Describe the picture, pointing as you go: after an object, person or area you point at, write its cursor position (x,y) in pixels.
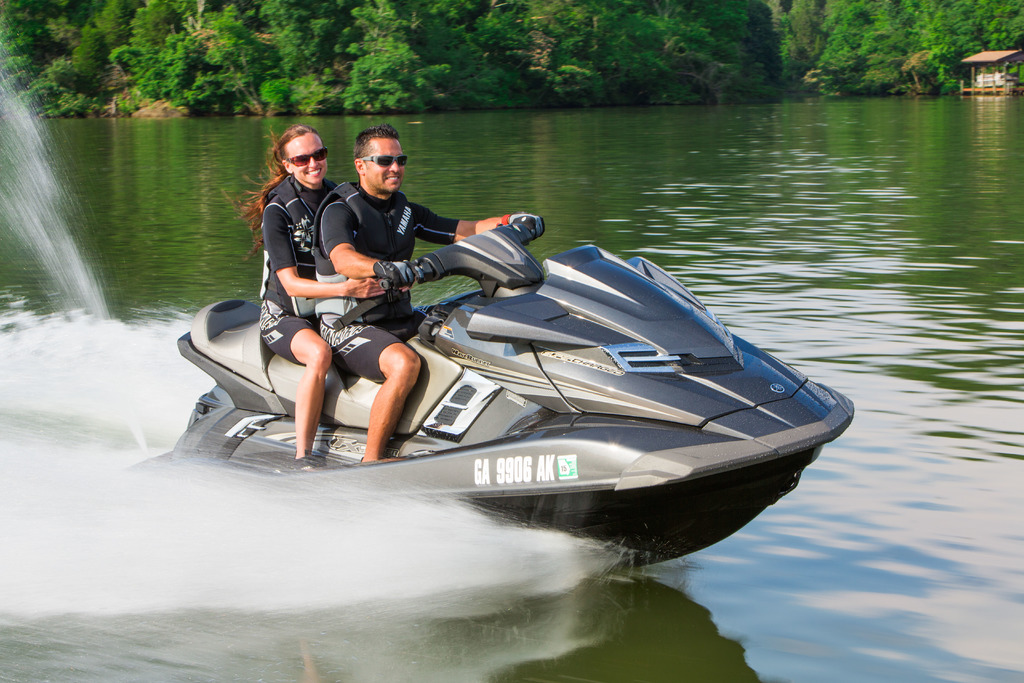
In the foreground (450,312), I can see two persons (329,332) are boating in the water (886,427). In the background (958,80), I can see trees (688,71) and a shed (974,86). This image taken, maybe in a lake (19,586).
